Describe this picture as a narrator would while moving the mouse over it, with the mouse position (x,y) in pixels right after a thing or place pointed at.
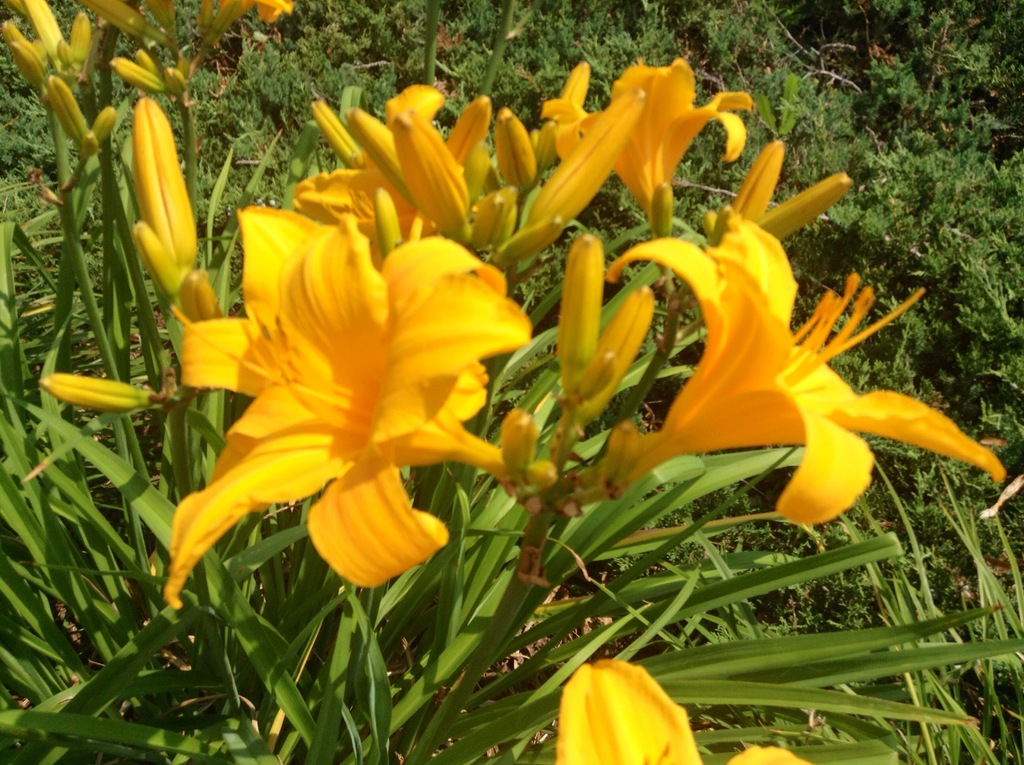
In this image in front (77,394) there is a plant (233,468) with flowers (361,257) on it. At the bottom of the image (694,713) there is grass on the surface (703,721).
